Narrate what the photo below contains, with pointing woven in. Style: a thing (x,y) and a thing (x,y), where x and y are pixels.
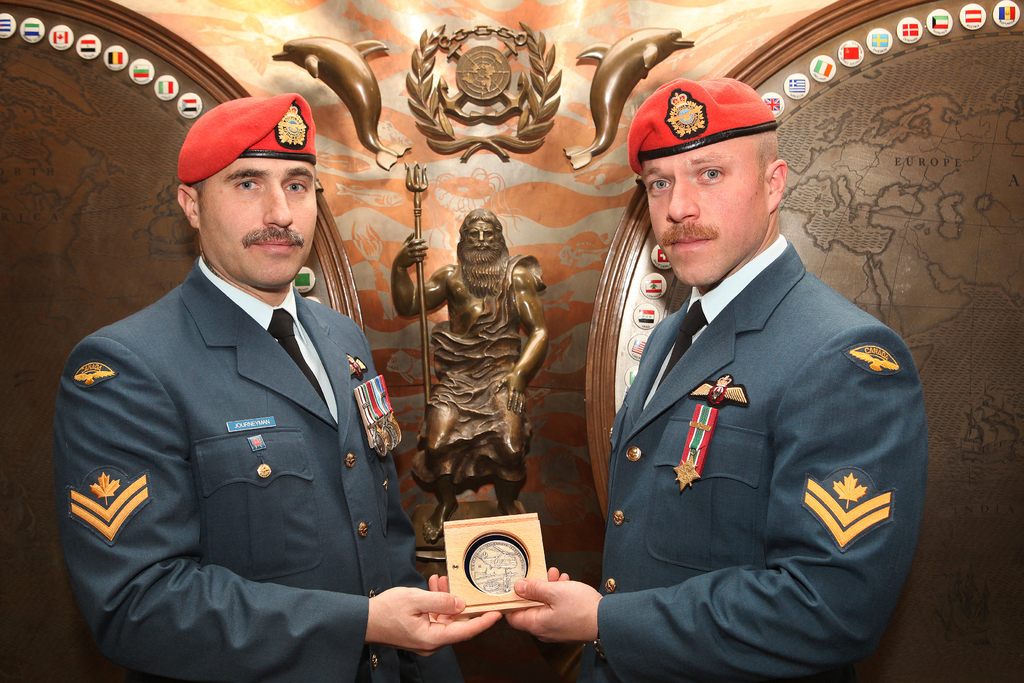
There are two persons (723,378) in a uniform (350,319), wearing red color caps (684,147), holding an object (513,518) and standing. In the background (600,139), there are sculptures (614,121).
